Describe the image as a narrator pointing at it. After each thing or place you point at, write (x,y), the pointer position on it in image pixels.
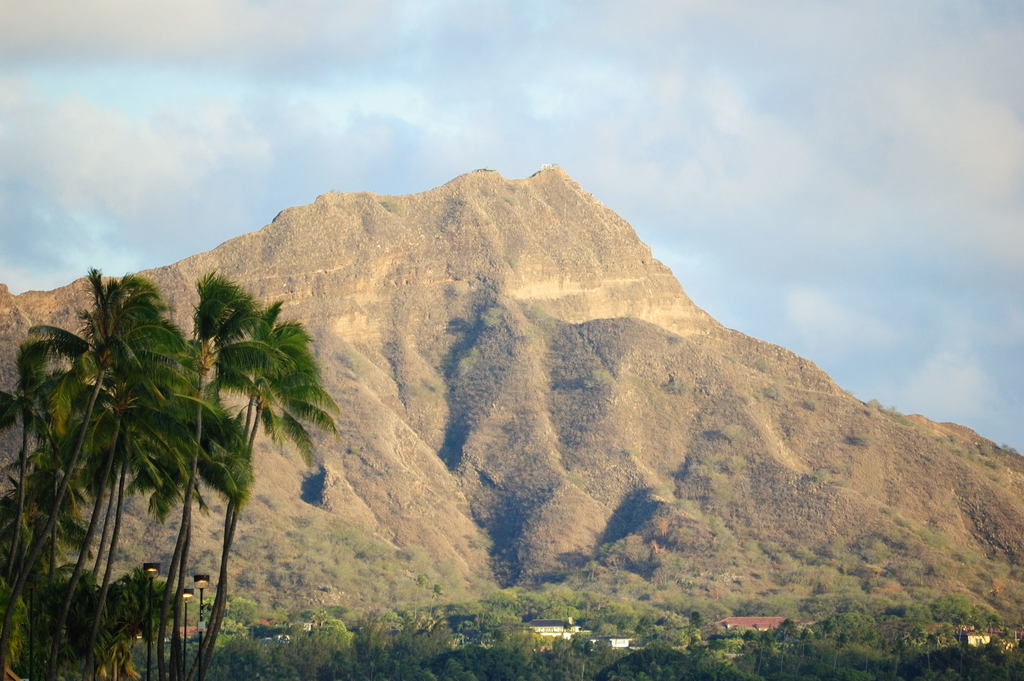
In this picture we can find few trees (173,420), poles (188,606), houses (262,622) and hills (535,447).
